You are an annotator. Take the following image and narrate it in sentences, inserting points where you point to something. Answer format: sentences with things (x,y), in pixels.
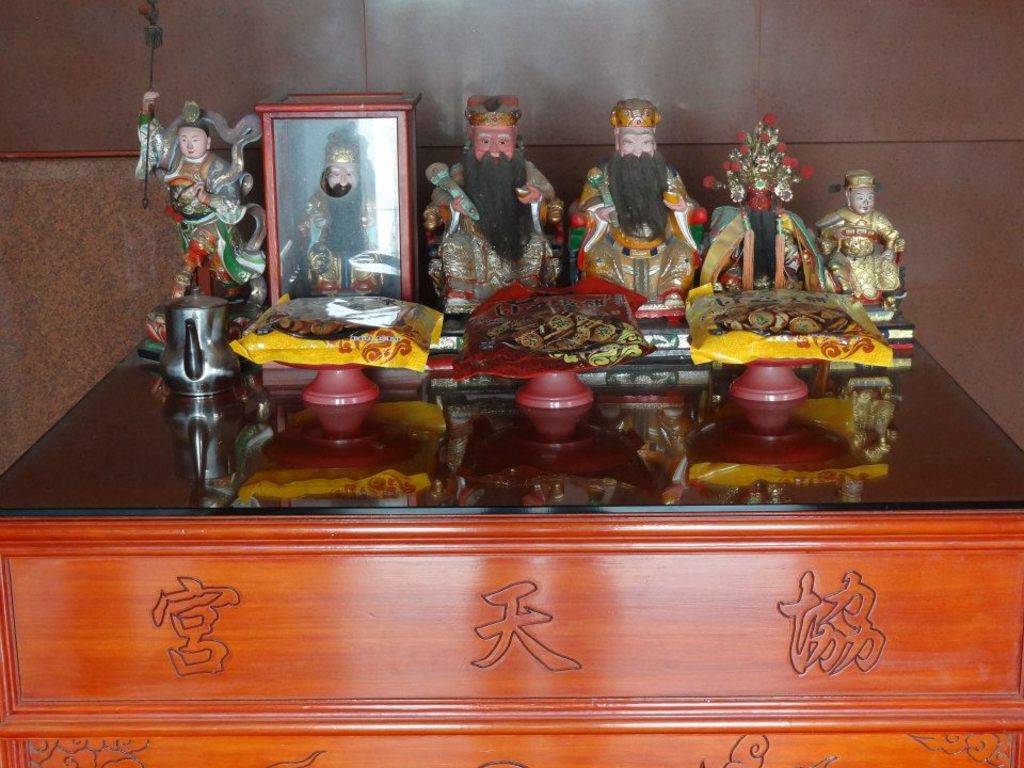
In the image we can see there is a table (173,430) on which there are statue of persons (367,244) kept on the table (1020,489) and there are bowls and packet of boxes (621,318).
